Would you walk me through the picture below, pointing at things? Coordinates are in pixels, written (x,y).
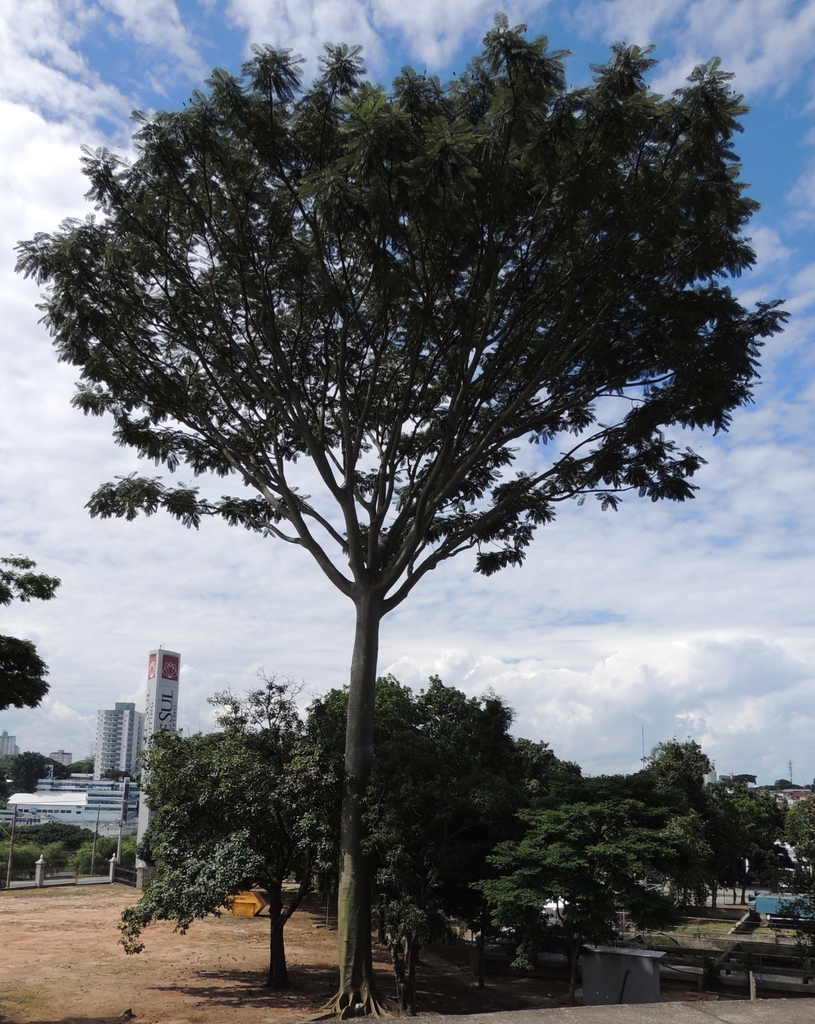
In the center of the image (374,414) there are trees (457,851) and in the background (136,752) there are some buildings (87,795) and also soil (112,944). There is sky (721,515) with full of clouds (562,575).
